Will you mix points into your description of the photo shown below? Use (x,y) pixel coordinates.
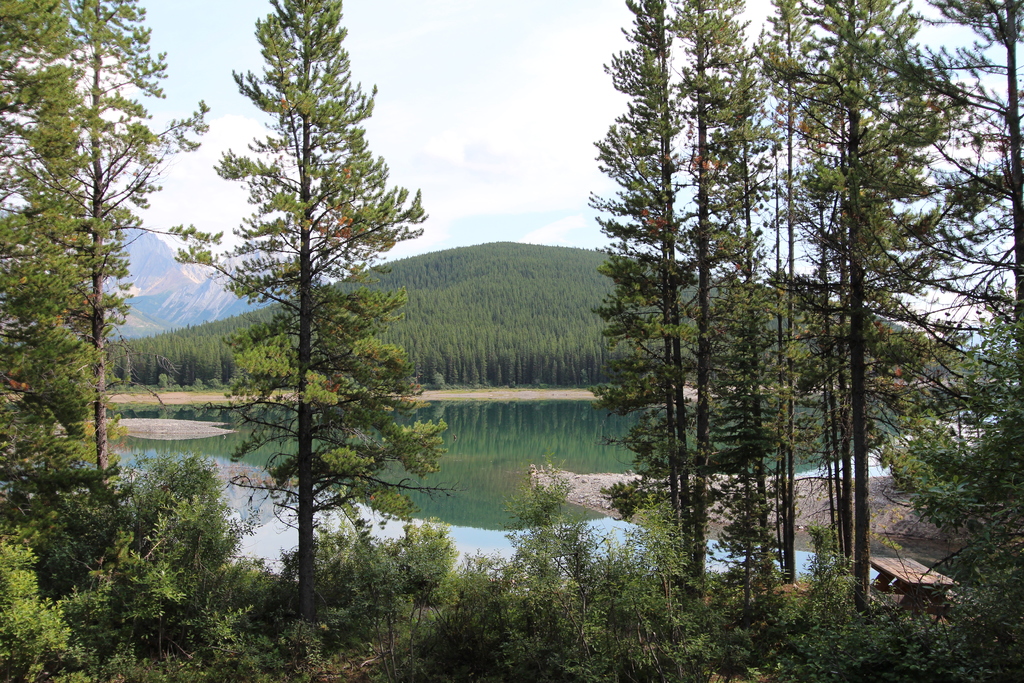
In the middle of the image (360,312) there are some trees (701,443). Behind the trees (701,443) there is water (498,404). Behind the water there are some trees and hills (499,268). Top of the image (295,45) there are some clouds (456,5) and sky (240,100).
